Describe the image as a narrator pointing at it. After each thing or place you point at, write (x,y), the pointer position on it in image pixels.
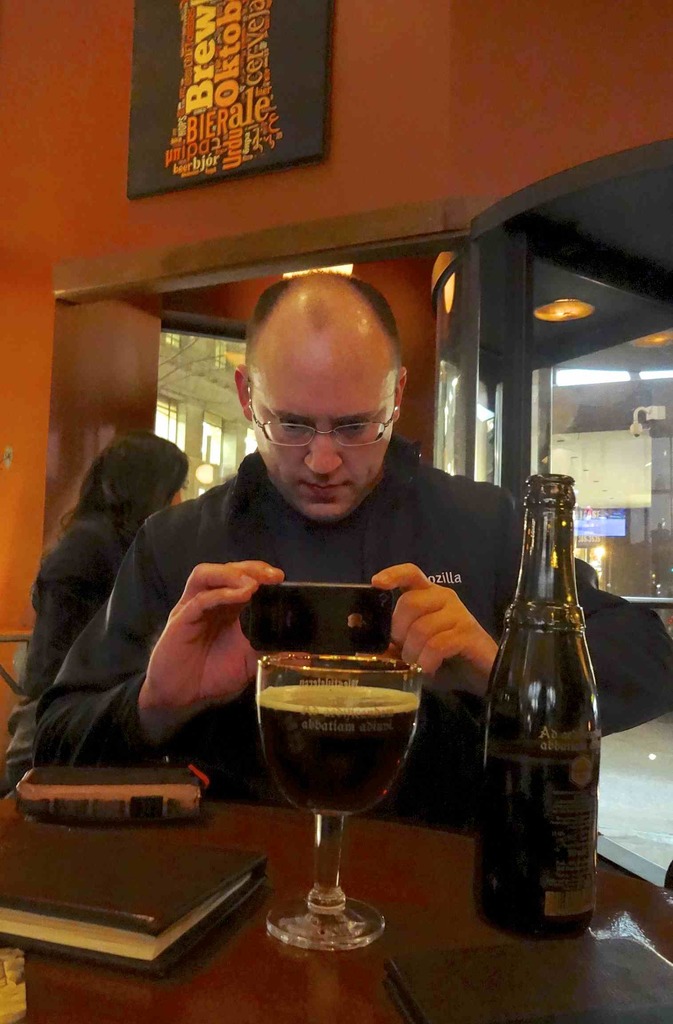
In this image we have a man (214,574) who is sitting on a chair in front of the table (441,912). He is holding a camera (373,597) in his hands (227,565) and taking a picture of a glass (343,788). Beside the glass (403,739) we have glass bottle (523,707) and on the table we have a book (80,908) and other stuff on it. Behind the man (163,522) we have a woman (85,534) and a wall (89,220) of red colour.
